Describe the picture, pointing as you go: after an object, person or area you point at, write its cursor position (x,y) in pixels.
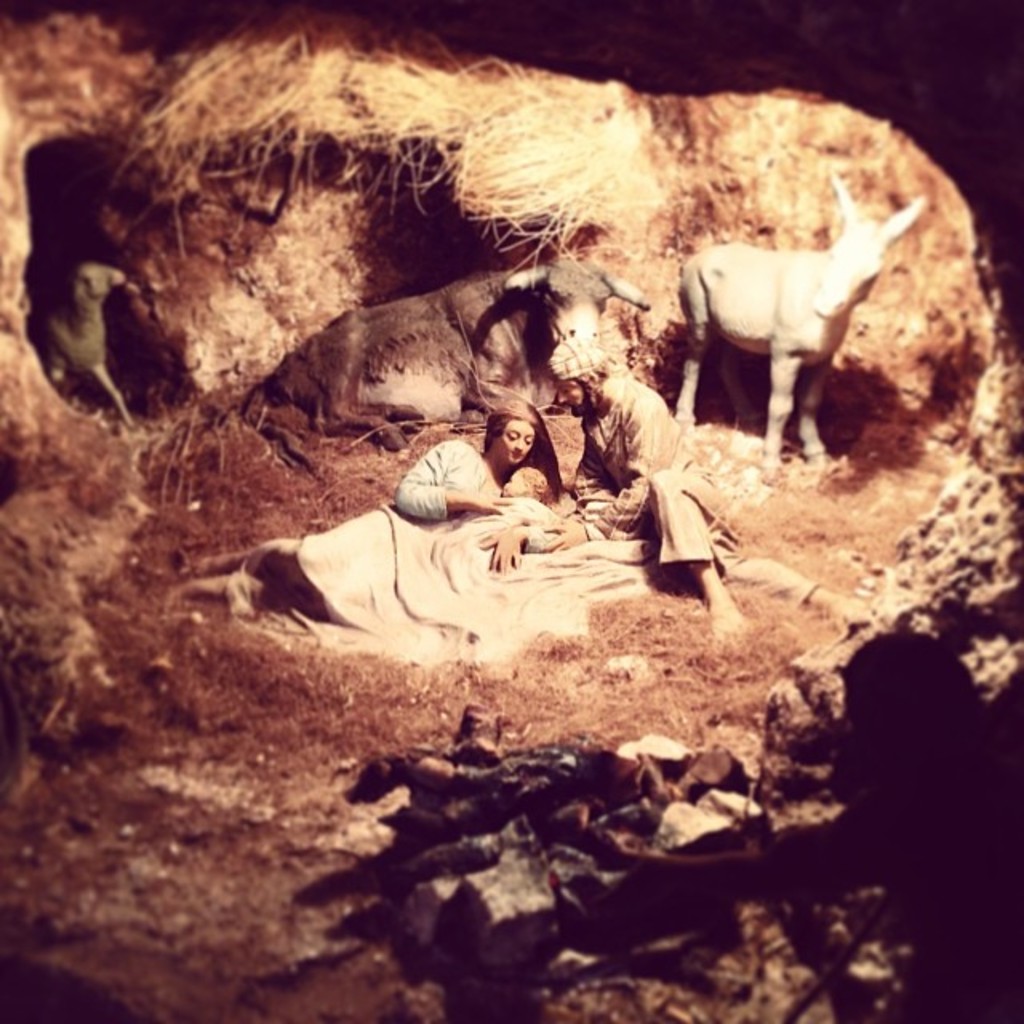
In the center of the image (599,497), we can see a man (657,479) sitting and a baby (513,483) and lady (474,513) are lying. In the background (522,235), we can see animals (717,288) and there is grass (598,167).
